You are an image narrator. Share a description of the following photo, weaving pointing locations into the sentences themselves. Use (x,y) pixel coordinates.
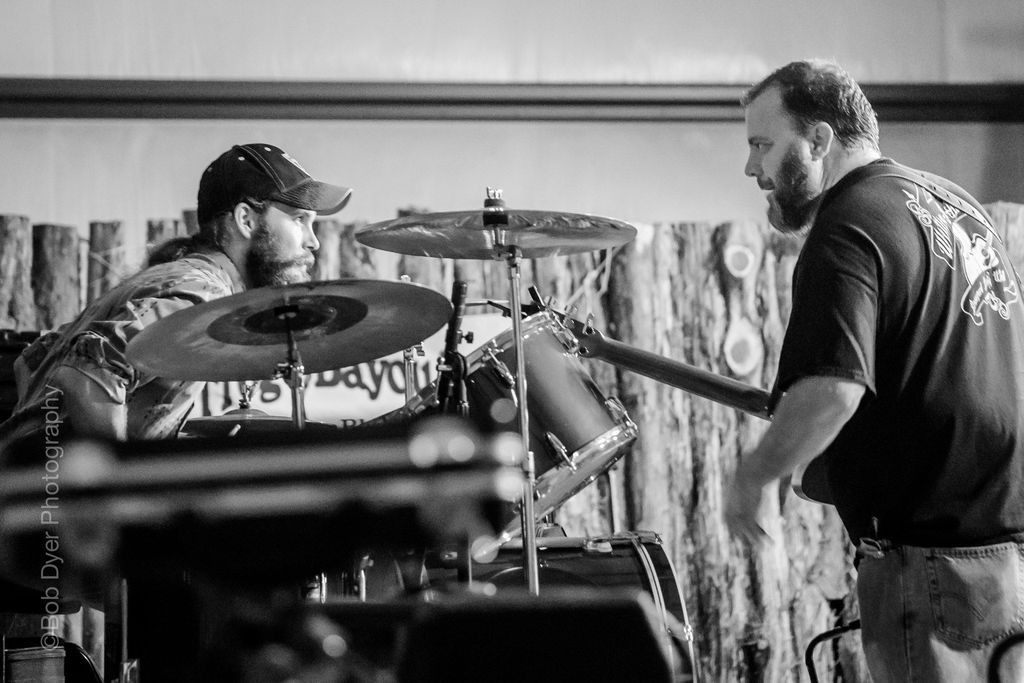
In this image I can see two persons (933,282) and between them a musical instrument (499,362) and a wooden fence (565,275) and the wall (481,90) at the top (572,78).
